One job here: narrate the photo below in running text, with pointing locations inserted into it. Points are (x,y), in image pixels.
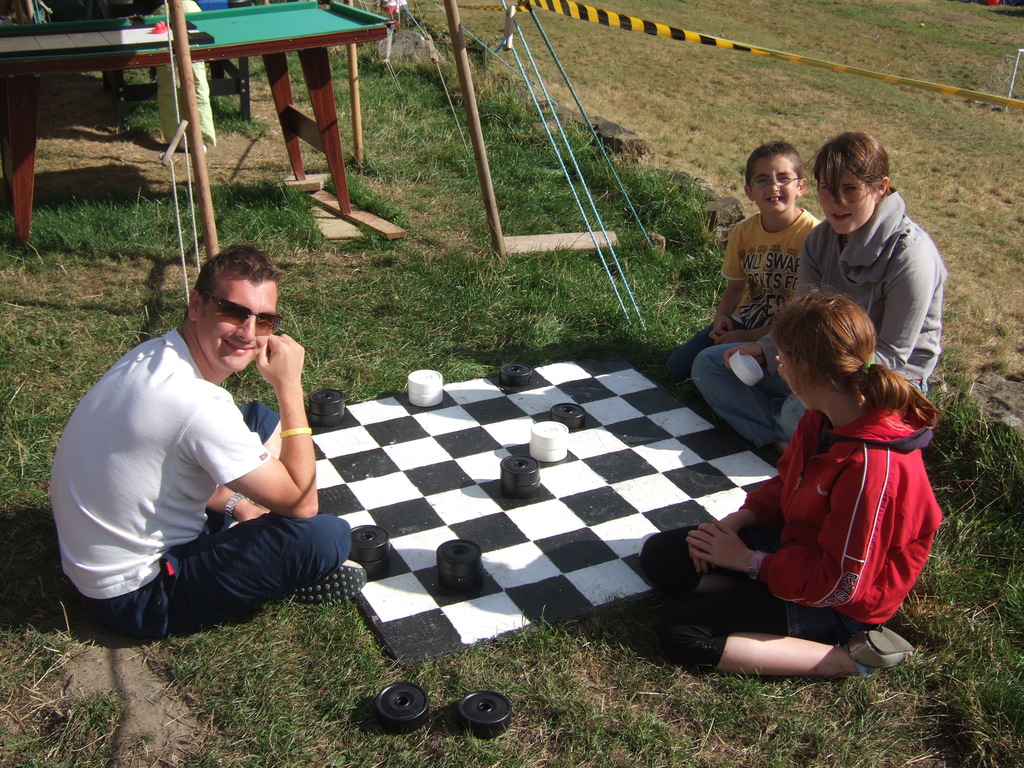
In this picture there is a man (172,488) who is wearing a white shirt (151,507) is sitting on the ground (810,150). There is a woman (874,223) who is wearing a grey shirt (881,255) is sitting on the ground (583,135) and is holding a checker piece (743,374). There is a boy (767,333) and a girl (819,510) who are also sitting on the ground (511,649). There are two black checker pieces (420,700) on the ground (434,696). There is a chess board (578,523). There is a table (272,46) at the background (335,28). There is a rope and rod (475,151) at the background (467,110).
